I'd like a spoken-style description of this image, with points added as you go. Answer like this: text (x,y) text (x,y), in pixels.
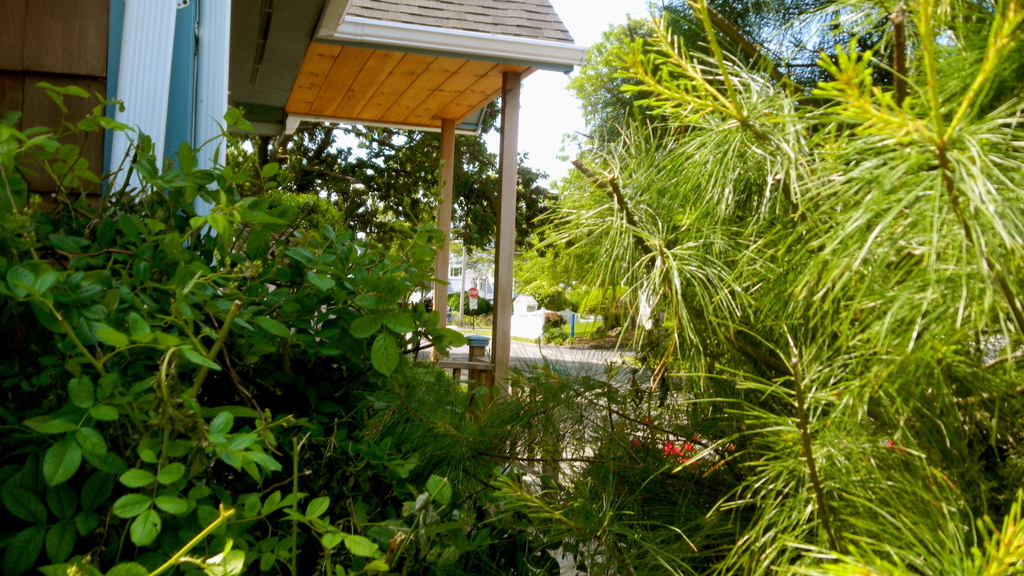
There are trees (638,343) and buildings (176,135) present as we can see in the middle of this image (472,219) and the sky (536,111) is in the background (566,116).
